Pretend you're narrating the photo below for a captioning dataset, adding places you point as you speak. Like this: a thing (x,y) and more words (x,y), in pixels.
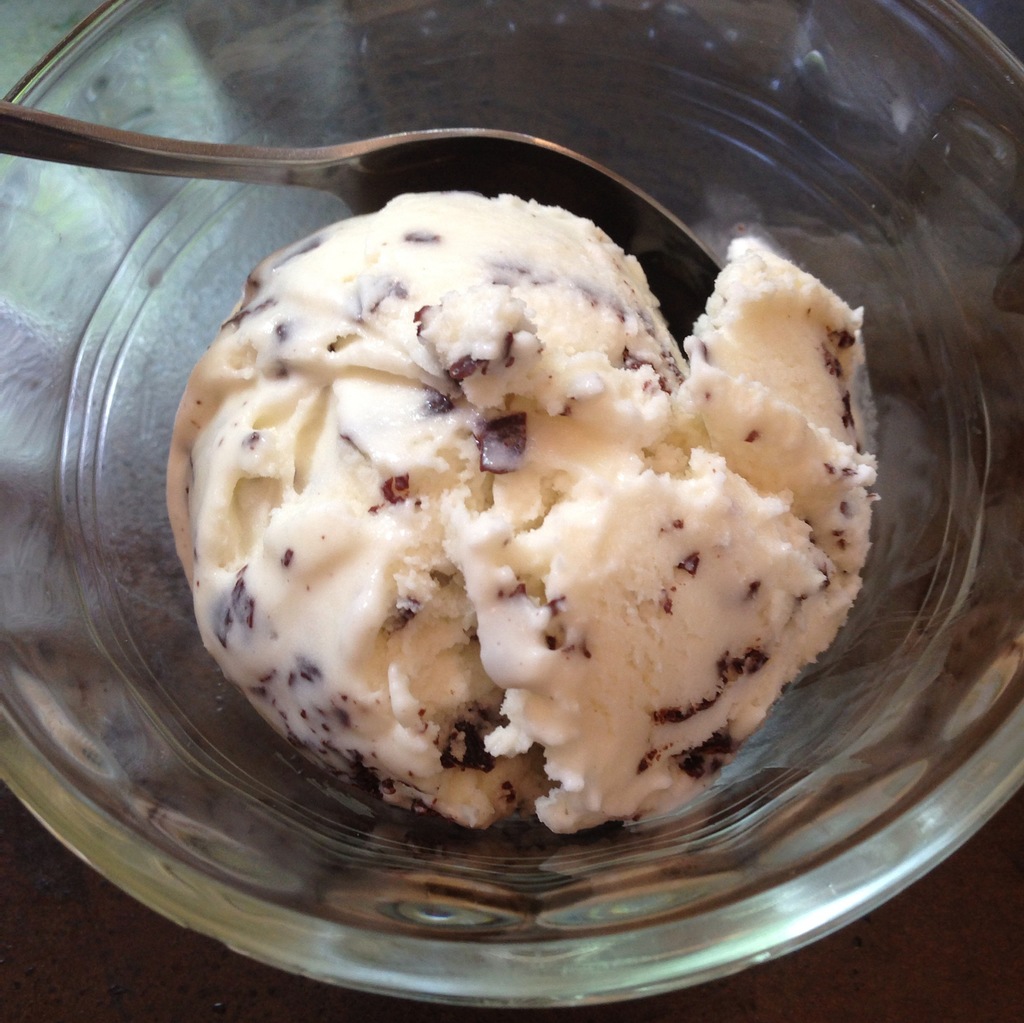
In this image, I can see an ice cream (627,542) and a spoon (620,213) in a glass bowl (541,125).
